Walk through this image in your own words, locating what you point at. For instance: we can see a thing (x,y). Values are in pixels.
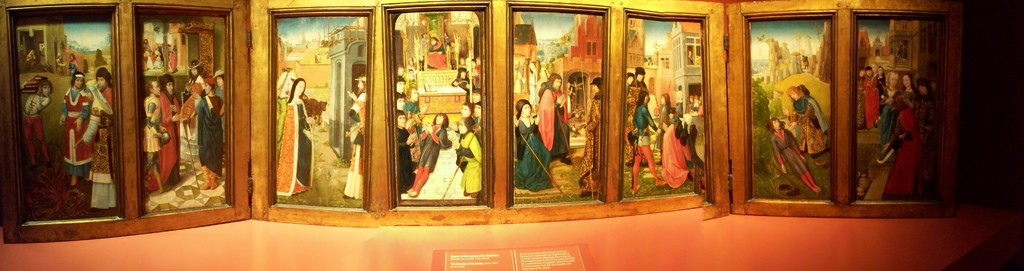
Here in this picture we can see portraits (534,49) present over a place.
